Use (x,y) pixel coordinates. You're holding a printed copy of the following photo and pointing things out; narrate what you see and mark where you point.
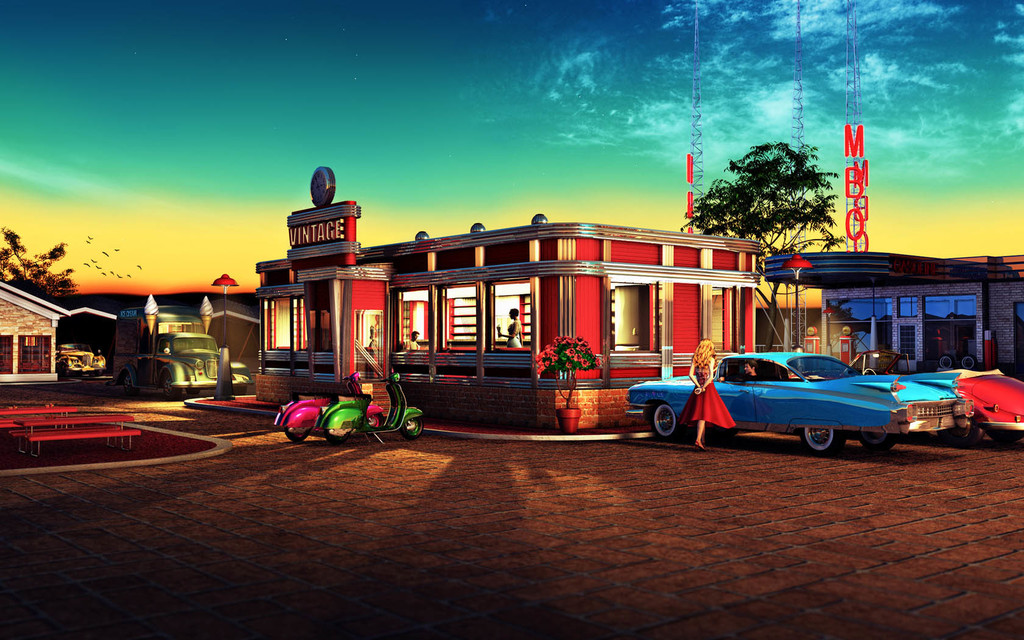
This is an animated image. On the right (696,378) there is a person (709,402) wearing red color dress (706,412) and standing on the ground (699,460) and we can see the vehicles (752,397) parked on the ground (251,466) and there are some items (69,435) placed on the ground (155,449). In the center (409,281) we can see the buildings (745,290) and the text (318,231) on the building (437,279). In the background (485,27) there is a sky (526,134), trees (749,185) and metal rods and we can see the birds (89,240) flying in the sky (109,277).
